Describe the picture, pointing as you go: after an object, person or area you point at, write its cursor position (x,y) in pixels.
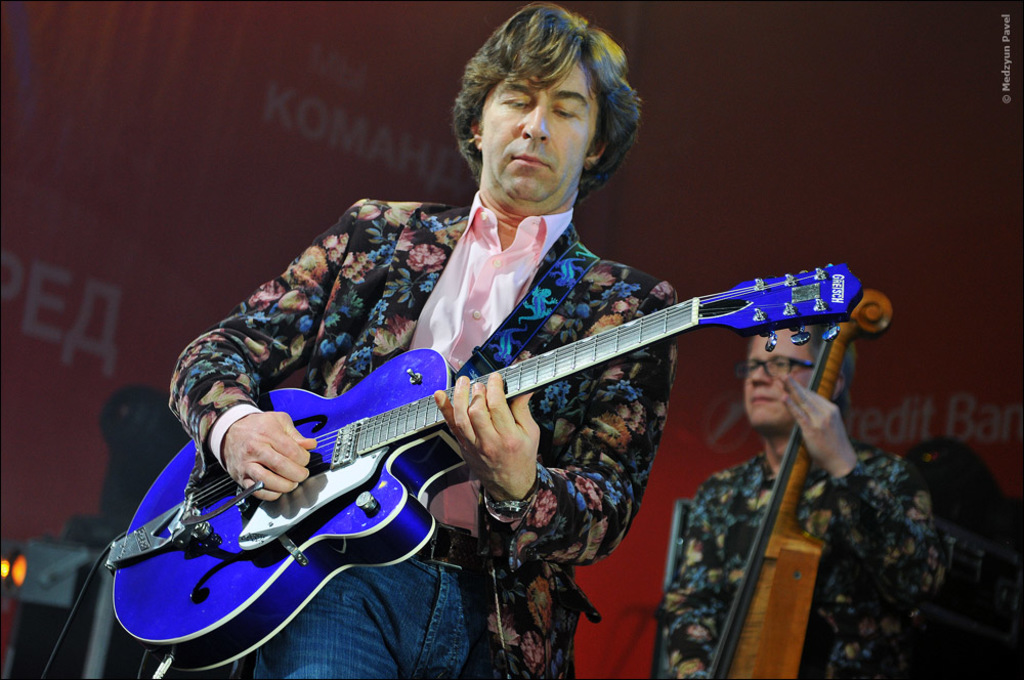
In this image there are two musicians (578,422) performing at the stage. The person (476,449) standing in the center (425,425) is holding a blue colour guitar (309,506) in his hand (500,441). The person (831,525) at the right side (820,558) is holding a musical instrument (781,560). In the background (716,199) there is a red colour wall (726,173).
